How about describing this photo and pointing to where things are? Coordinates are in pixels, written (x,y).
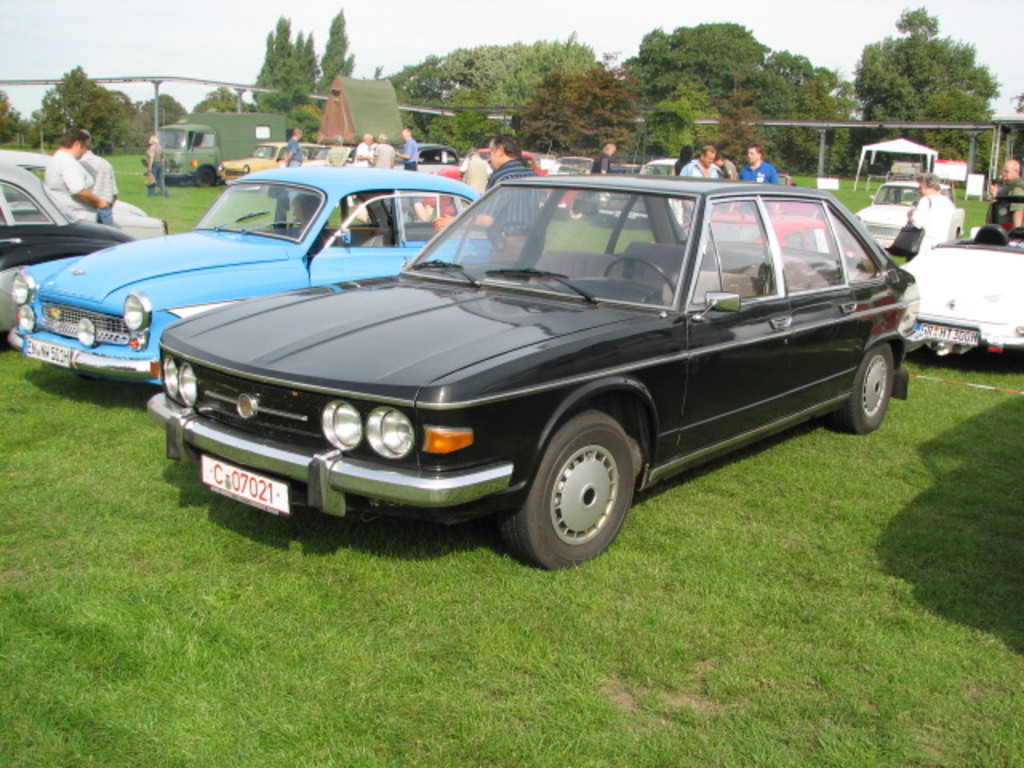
In this picture there are cars (531,306) and there are group of people (503,166) standing behind the cars (757,324). On the right side of the image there is a tent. At the back (61,141) there are trees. At the top (473,17) there is sky (436,19). At the bottom (612,628) there is grass (757,626).
